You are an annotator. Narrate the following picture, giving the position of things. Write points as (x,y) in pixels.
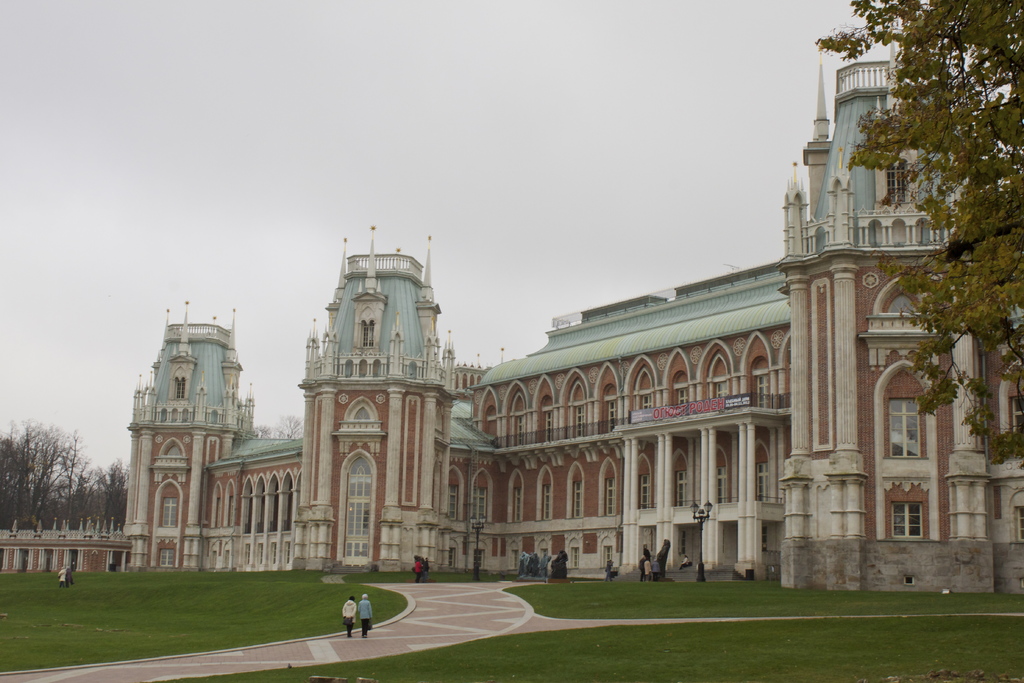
In this image there is a palace (636,302), in front of the palace (218,536) there is a garden (115,635) and path (394,633), people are walking on path (458,592) and in garden (340,595), on left side (79,518) and right side (971,239) there are trees (1000,451), in the background (387,141) there are sky (382,120).
